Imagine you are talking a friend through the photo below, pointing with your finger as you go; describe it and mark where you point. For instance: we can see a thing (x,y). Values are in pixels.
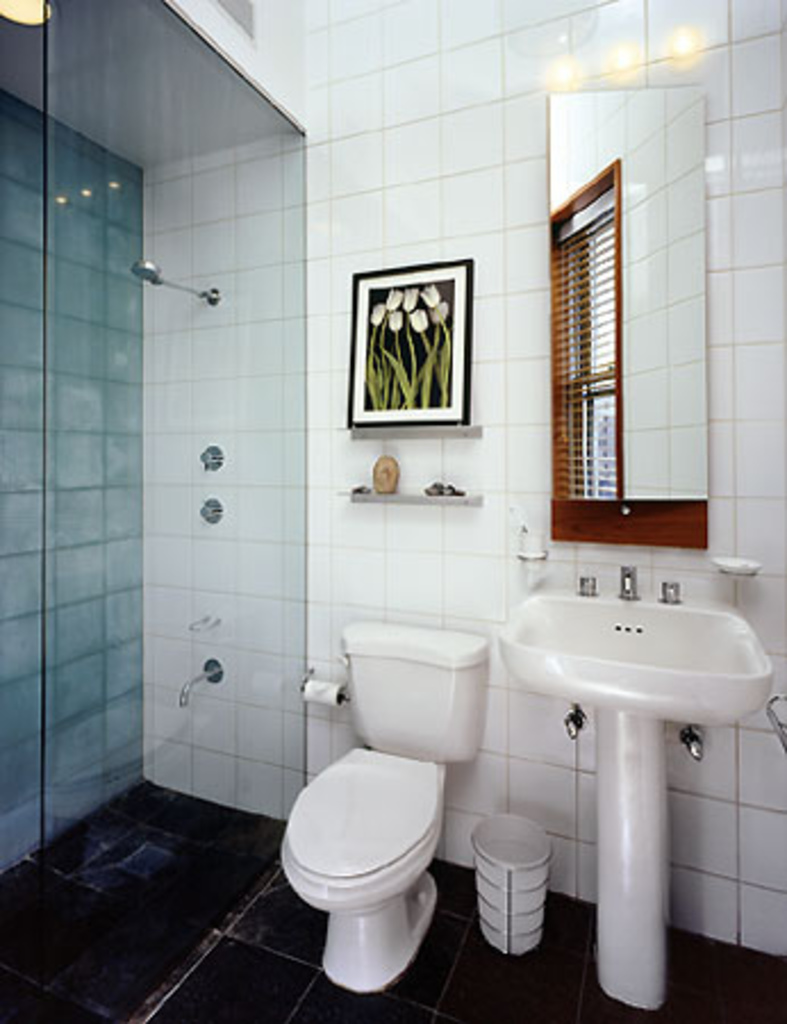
This image is taken in a bathroom (337,329). In this image we can see a toilet seat (356,798) and a flush tank (381,743) and also the trash bin (510,889). We can also see the sink (614,645), taps (626,588), mirror (644,407) and through the mirror (641,314) we can see the window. We can also see the frame (448,331), lights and also the tiles wall (545,821). On the left (146,247) we can see the glass door (106,464) and through the glass door (142,281) we can see the shower (182,286). We can also see the surface (370,1002).
